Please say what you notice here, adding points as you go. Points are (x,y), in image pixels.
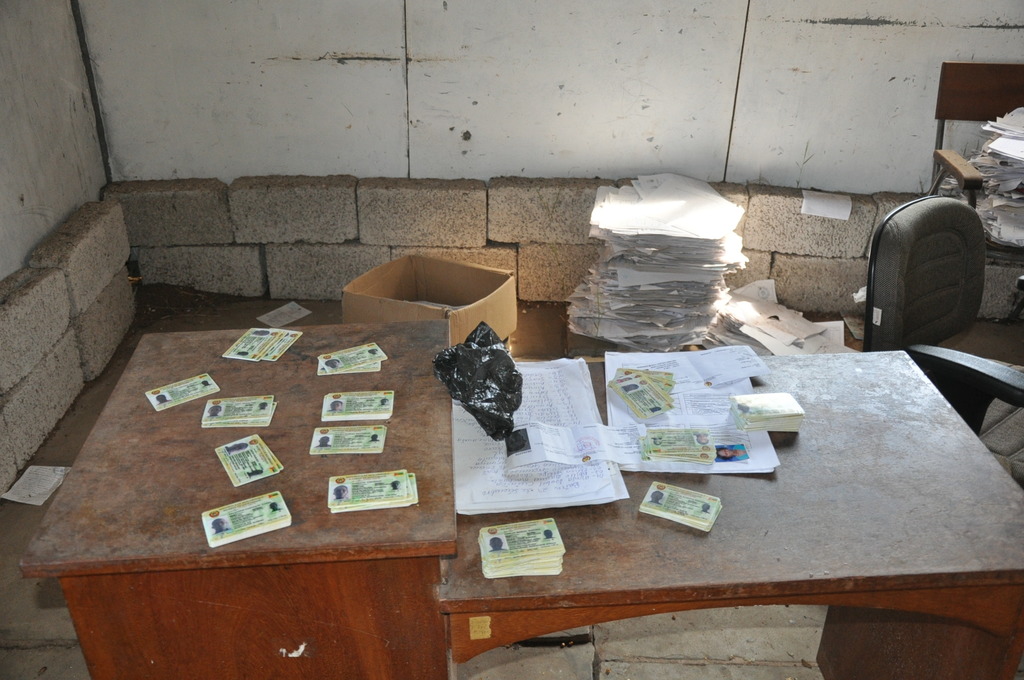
In the foreground of this image (478,383), on the table (425,634), there are papers (544,479), a cover (497,385), few identity cards (398,474) are on it. In the background (924,300), there is a chair (903,305), series of papers (668,290), a cardboard box (443,283), bricks (304,227), wall (554,43) and papers (1003,207) on the chair (952,101).
